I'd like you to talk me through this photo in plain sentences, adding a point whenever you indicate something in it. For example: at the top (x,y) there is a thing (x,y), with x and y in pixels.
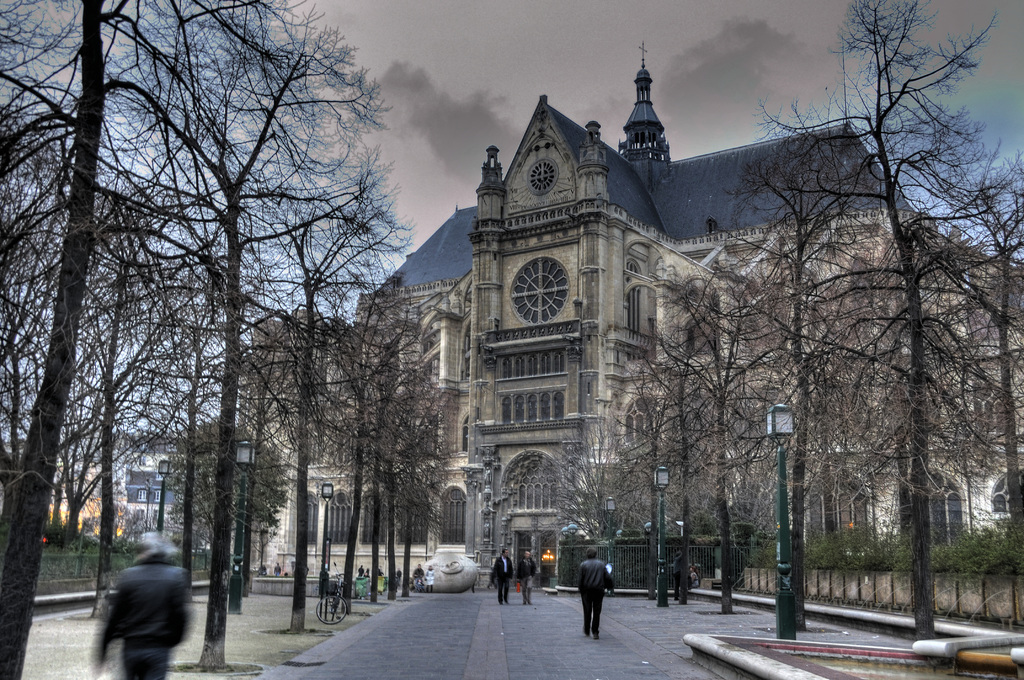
This is an outside view. At the bottom of the image (452,644) I can see the road (592,639). In the background (595,591) there are many people (533,584) walking on the road (452,610). On both sides of the road (752,613) I can see the trees (263,418). In the background (539,308) there is a building (632,259). At the top (568,54) I can see the sky (479,50).
